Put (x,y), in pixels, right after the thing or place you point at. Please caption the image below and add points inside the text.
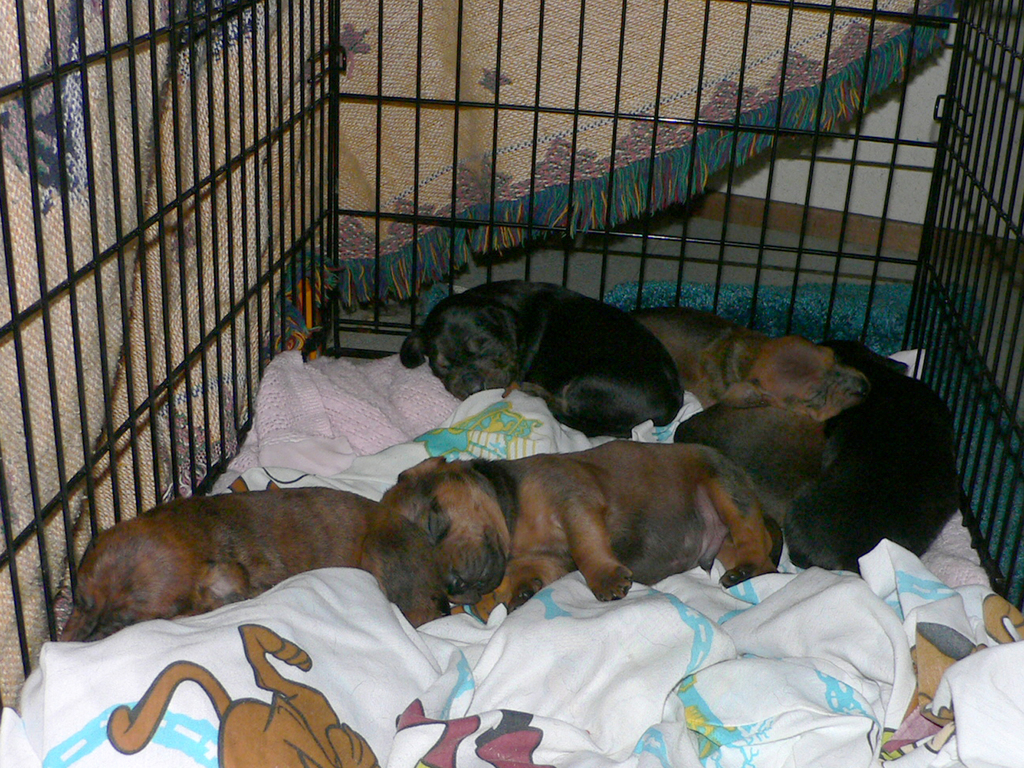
In this image we can see puppies (462,478) on a cloth (669,697). They are inside a cage (193,115). In the background (245,101) we can see another cloth (437,108).
